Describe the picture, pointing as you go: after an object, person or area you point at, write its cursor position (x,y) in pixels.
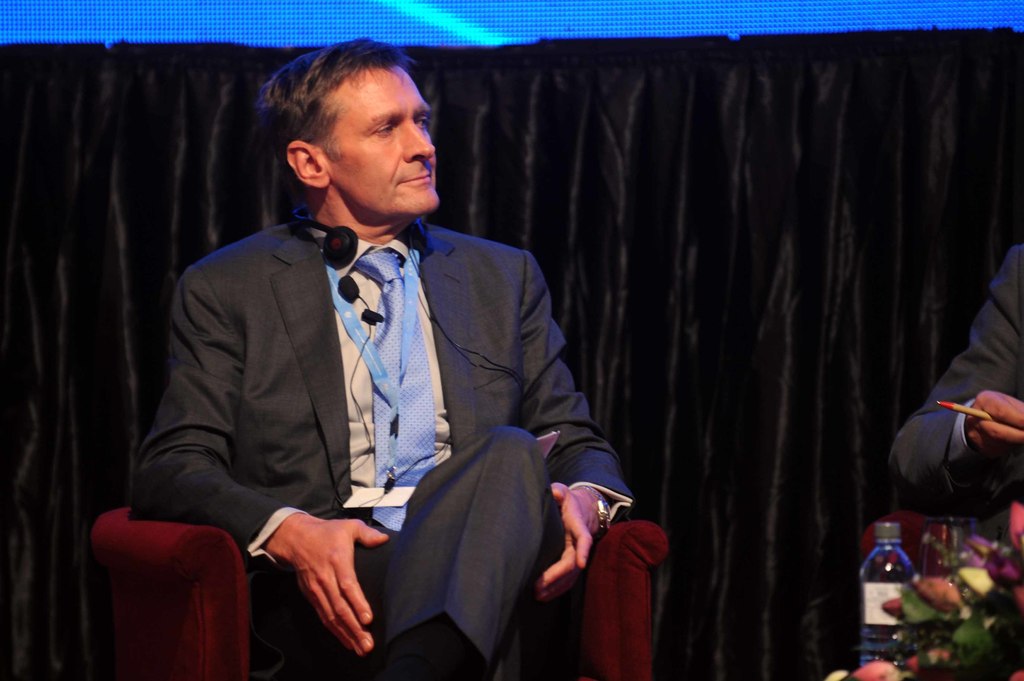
The man (226,346) in the middle of the picture (388,354) wearing a black blazer (458,431) and blue tie (425,415) is sitting on the red chair (599,584). He is looking at something. On the right side (988,335), we see a man (979,368) in the blazer (975,373) is holding a pen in his hand (1008,441). In the right bottom of the picture (988,673), we see a flower vase (934,611) and a water bottle (882,619). Behind them, we see a black color sheet (681,226). At the top of the picture (549,39), it is in blue color.
